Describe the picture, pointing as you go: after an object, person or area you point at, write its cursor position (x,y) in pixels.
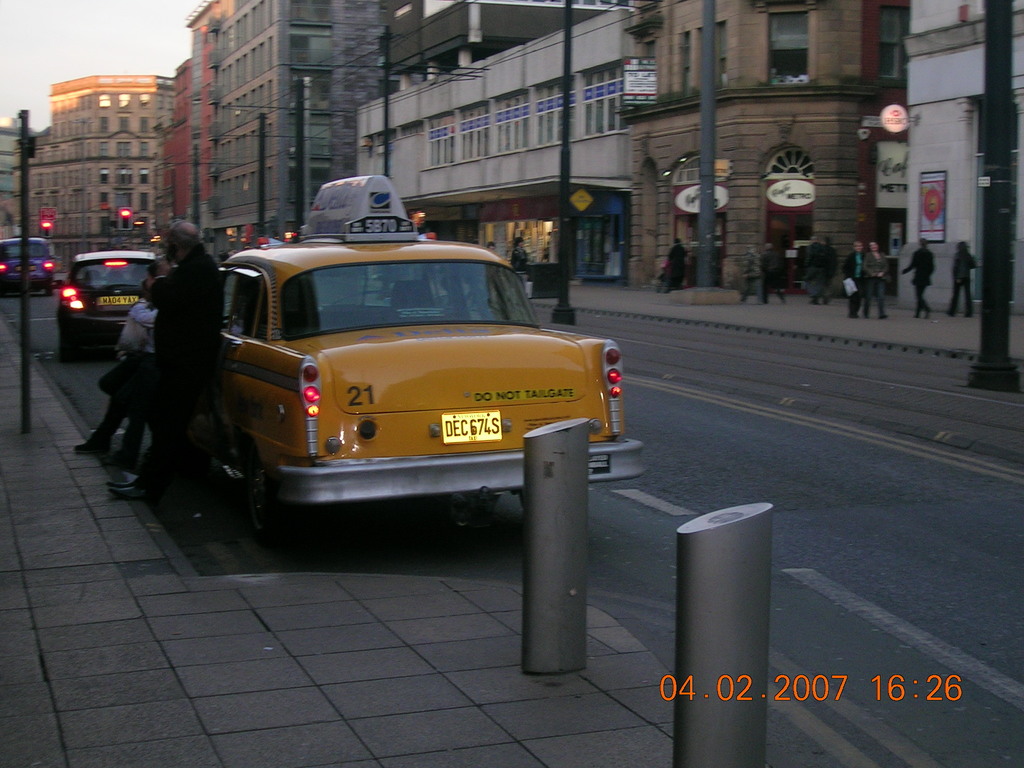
In the foreground of this image (463,345), there is a yellow colored car (384,399) placed side to a road (335,563). In the background (108,270), there are few vehicles (68,281), traffic signal poles (46,223), buildings (144,112), the sky (78,54), persons (929,282) and two bollard (705,606) at the bottom (707,626).
